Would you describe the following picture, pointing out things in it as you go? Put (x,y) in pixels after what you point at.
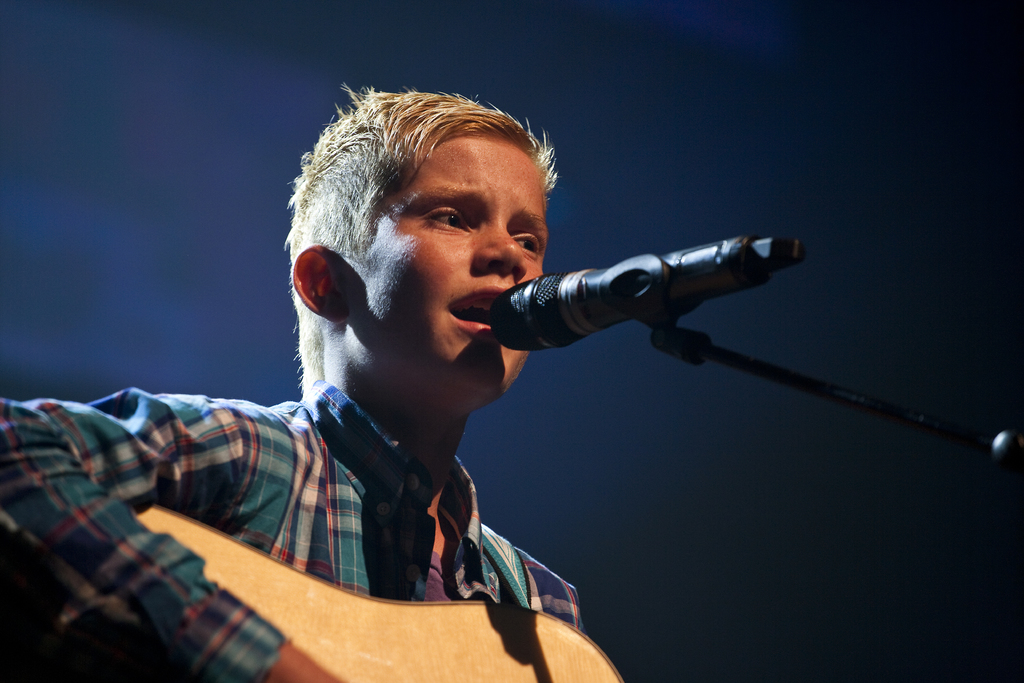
Here in this picture we can see a person (331,353) singing a song in the microphone (527,324) present in front of him and we can see he is playing guitar (436,625) present in his hands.
